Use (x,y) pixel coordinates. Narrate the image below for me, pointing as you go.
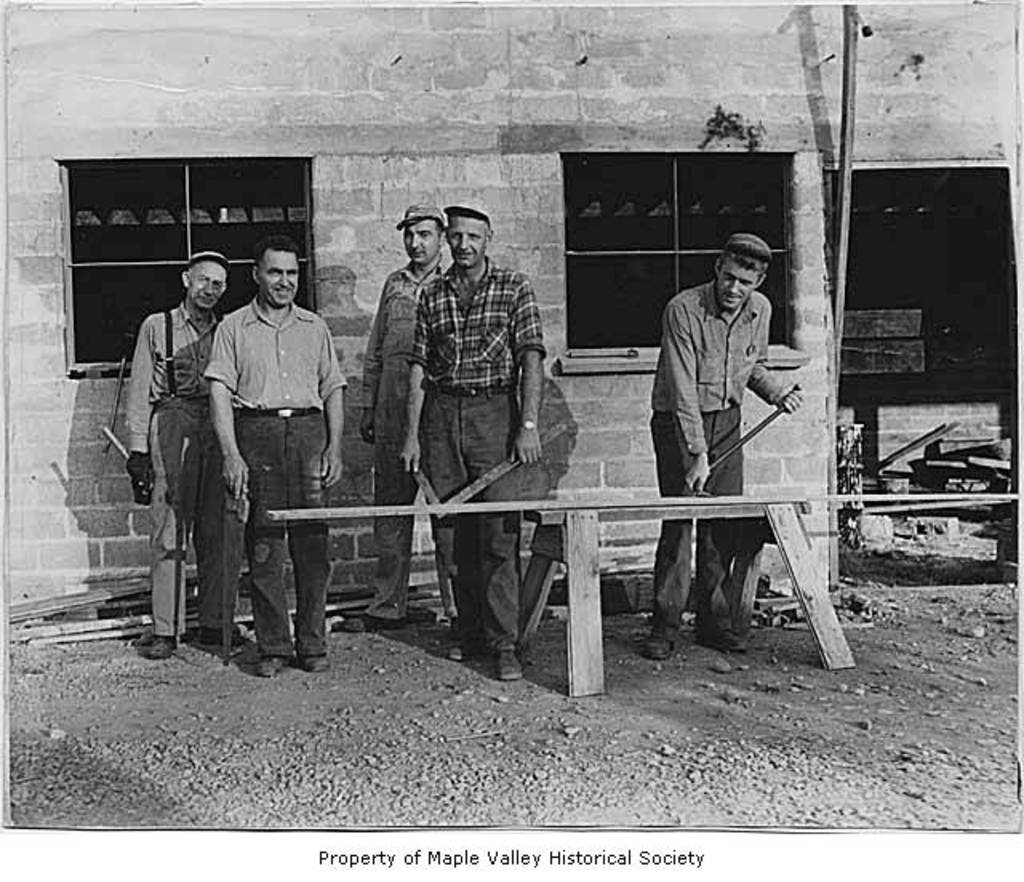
This is a black and white picture. In the center of the picture (460,387) there are people (475,415), wooden logs (651,508) and stones (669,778). In the foreground (431,813) there are stones (440,765). In the background (487,100) there is a building (646,128) under construction.
